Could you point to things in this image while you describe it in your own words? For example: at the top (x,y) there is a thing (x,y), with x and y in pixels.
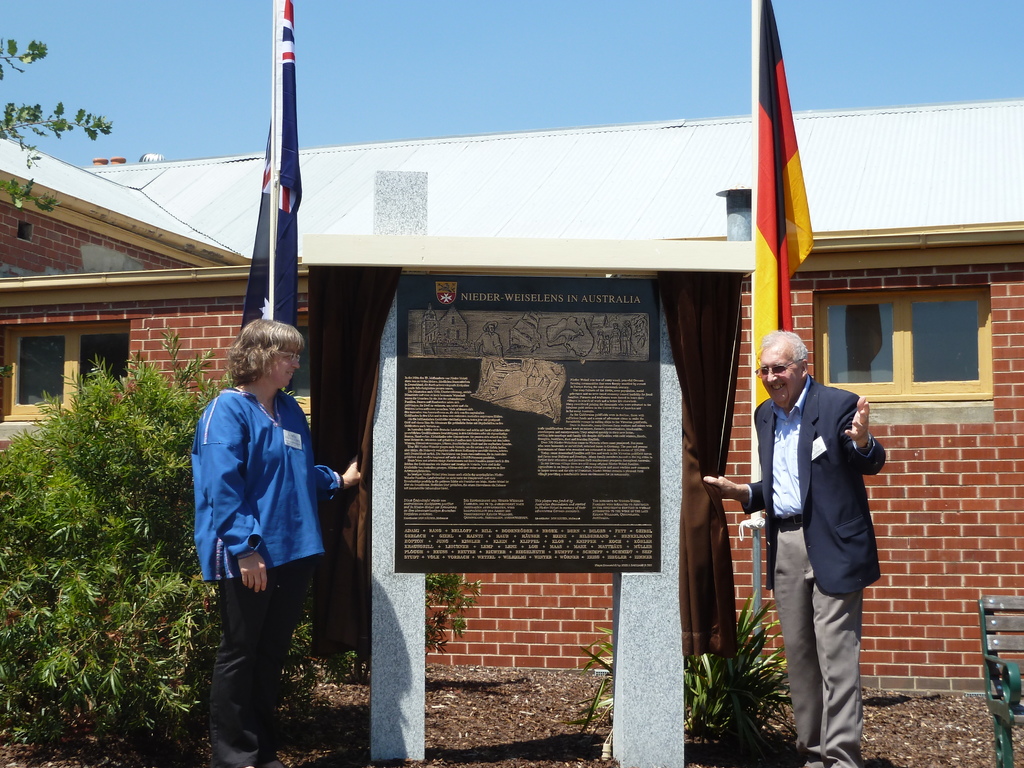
In this picture, we see a woman (236,540) and a man (859,546) are standing. Both of them are wearing the spectacles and they are smiling. In the middle (534,347), we see a monument plate (554,347) or a commemorative plaque (554,347). Beside that, we see the curtains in brown color. Behind that, we see the flag poles (270,291) and the flags (286,298) in white, red, blue, yellow and black color. On the right side (1010,603), we see a bench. On the left side (89,536), we see the trees (129,534). At the bottom (504,722), we see the soil (511,698) and the plants (148,544). In the background (504,206), we see a building (559,178) in white and brown color. At the top (461,98), we see the sky (491,119).
